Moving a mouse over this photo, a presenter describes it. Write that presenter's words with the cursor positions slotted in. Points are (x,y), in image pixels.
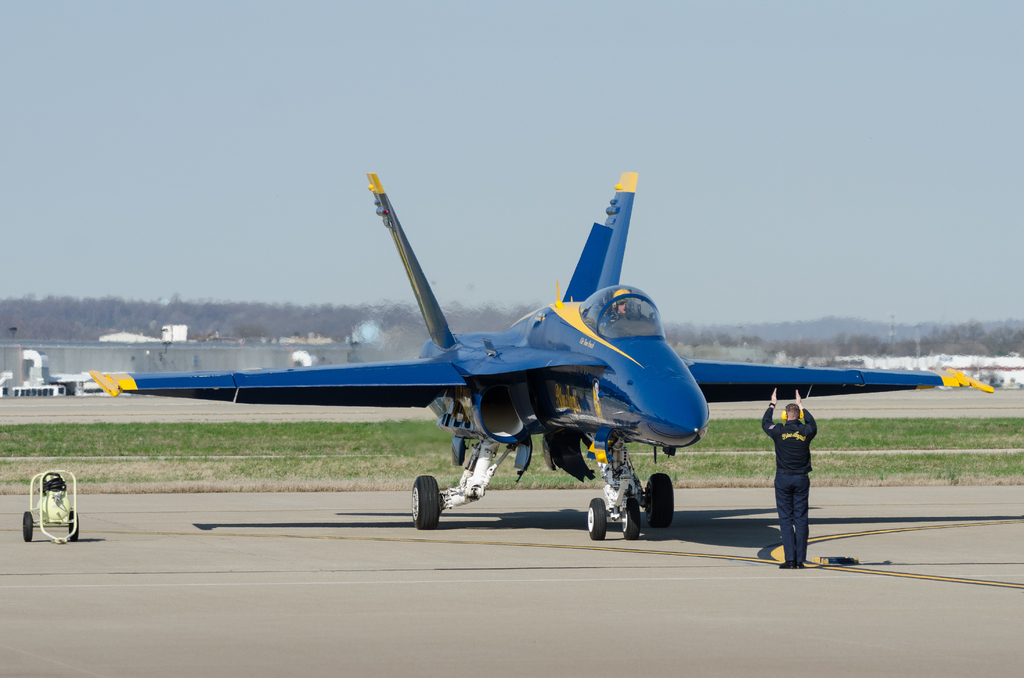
In this image I can see a aircraft (538,349) which is blue and yellow in color is on the ground (540,517). I can see a person (805,513) wearing black color dress (806,461) is standing in front of the aircraft (581,322). In the background (511,459) I can see few trees (949,342), some grass (345,480), few buildings (842,362) and the sky (922,209).
